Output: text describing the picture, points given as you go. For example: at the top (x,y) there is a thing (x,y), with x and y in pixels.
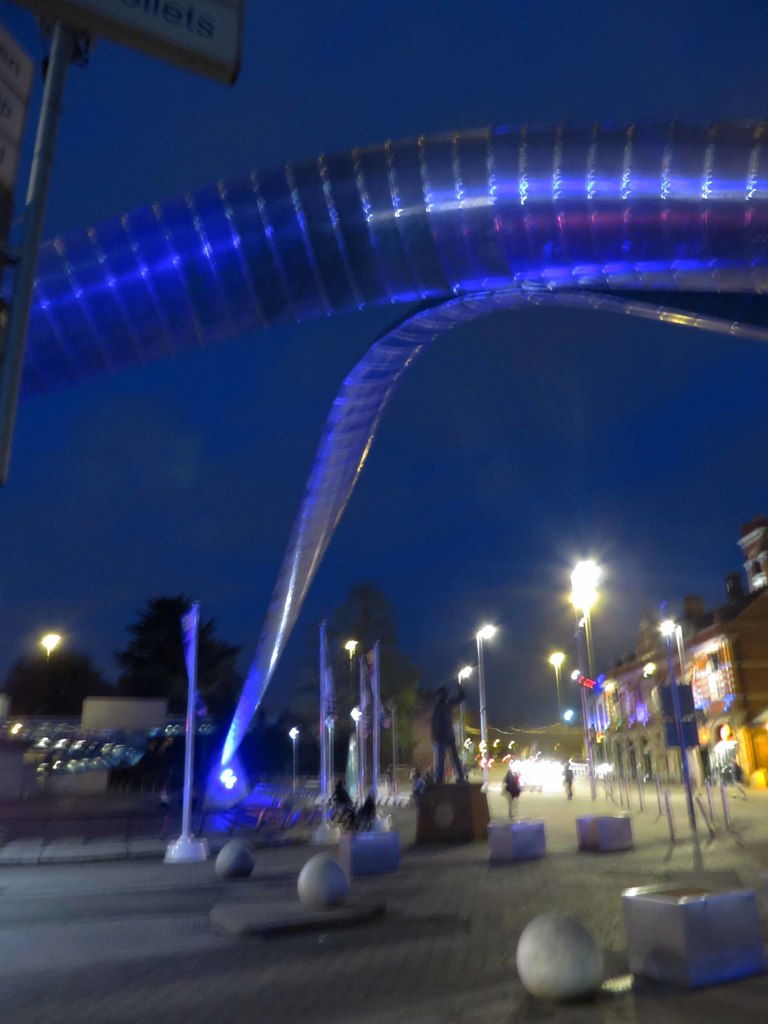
In this image in the center (350,647) there is a statue (438,736) and there are lights (483,710), buildings (598,713), trees (316,702), and in the front (377,295) there is a pipe (353,243). On the left side (185,31) there is a board (169,35) with some text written on it. On the floor (279,876) there are balls (551,974) which are white in colour.
